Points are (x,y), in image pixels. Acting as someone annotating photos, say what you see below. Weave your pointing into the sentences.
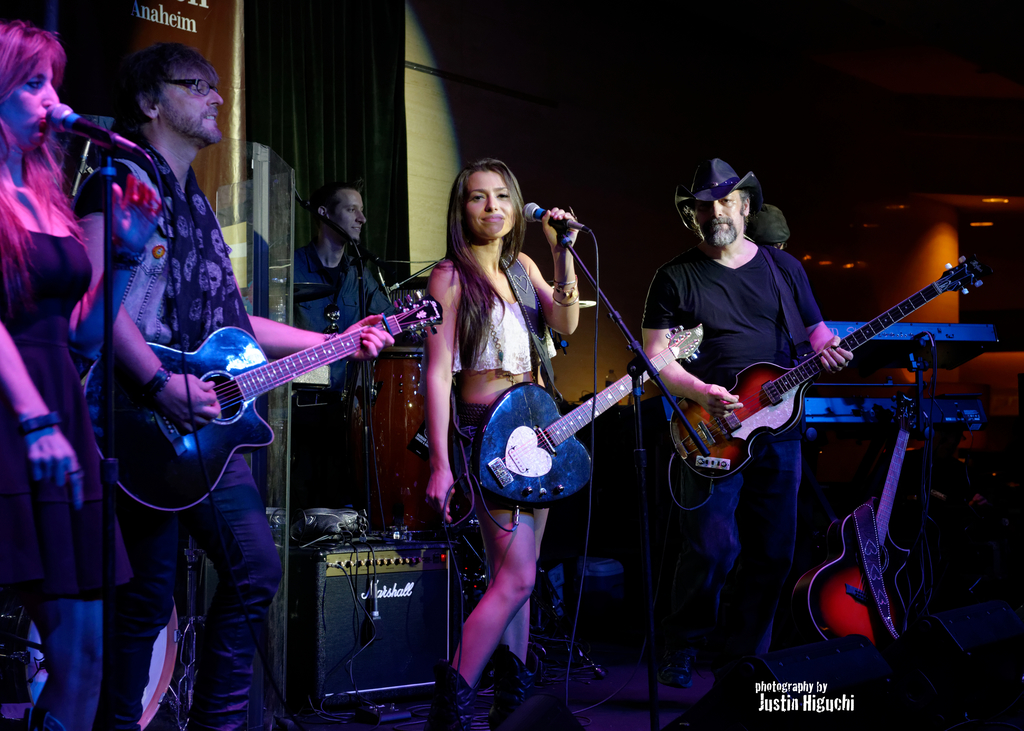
In the middle (502,374) there is a woman (527,328) her hair (487,287) is long, she is wearing a guitar (570,413), she is holding a mic (548,222). On the right (777,289) there is a man (753,342) he is playing a guitar (766,384) he wear black t shirt (734,313), trouser (733,499) and hat (744,180). On the left (51,181) there is a woman (78,343) her hair (73,219) is long she wear black dress (59,273) i think she is singing. In the background (398,407) there are some people (368,270), speakers (358,617) and musical instruments (845,590).
